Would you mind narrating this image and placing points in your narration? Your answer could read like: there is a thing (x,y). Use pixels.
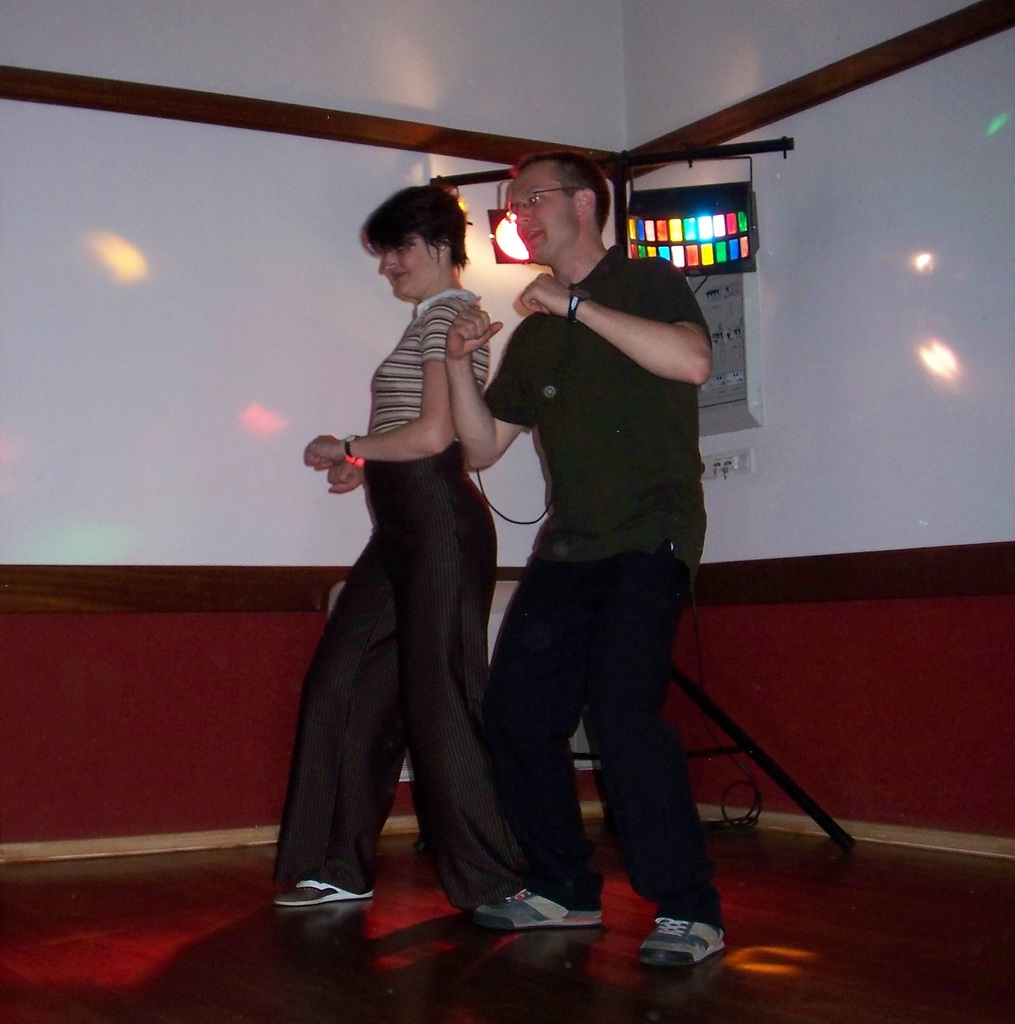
In this picture, looks like a man (649,723) and a woman (424,733) dancing and I can see couple of lights (684,269) to the stand (616,187) and a frame (729,328) on the wall (772,339).
